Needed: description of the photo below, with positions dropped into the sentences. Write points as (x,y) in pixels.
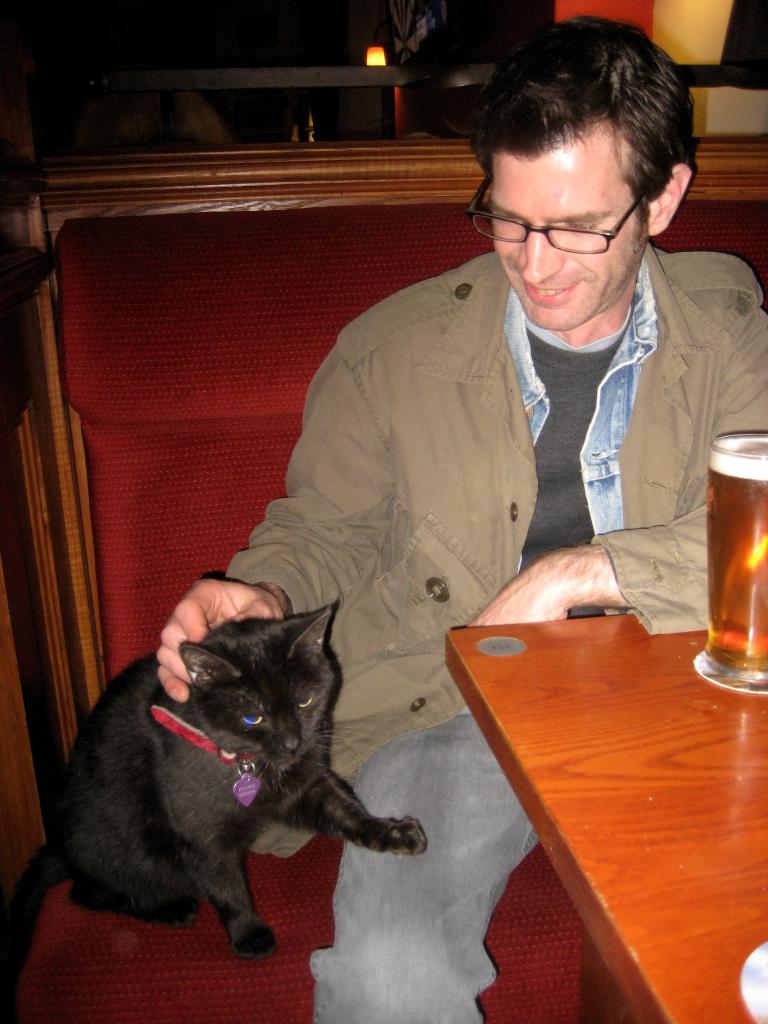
In this image I can see a person (463,367) smiling and sitting on the chair (496,921) and that person (321,590) is holding the cat (182,782). In front of that person (600,593) there is a table (548,712). On the table (610,634) there is glass (727,605).
